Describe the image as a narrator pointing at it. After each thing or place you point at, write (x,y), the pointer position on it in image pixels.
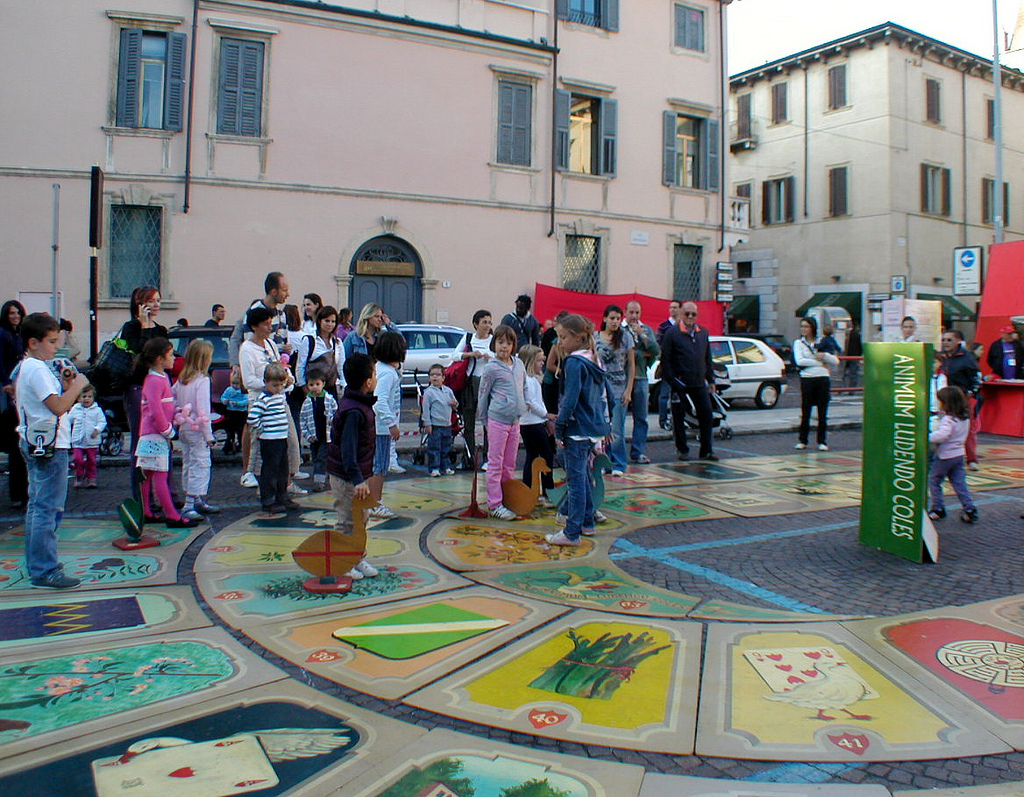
In this image I can see the group of people (371,459) standing and wearing the different color dresses (588,422). To the side of these people (513,451) there are banners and the vehicles (756,340). To the side of these vehicles (783,365) there are buildings (591,192) and there are windows (686,130) to it. In the background (790,31) there is a sky (834,22).
